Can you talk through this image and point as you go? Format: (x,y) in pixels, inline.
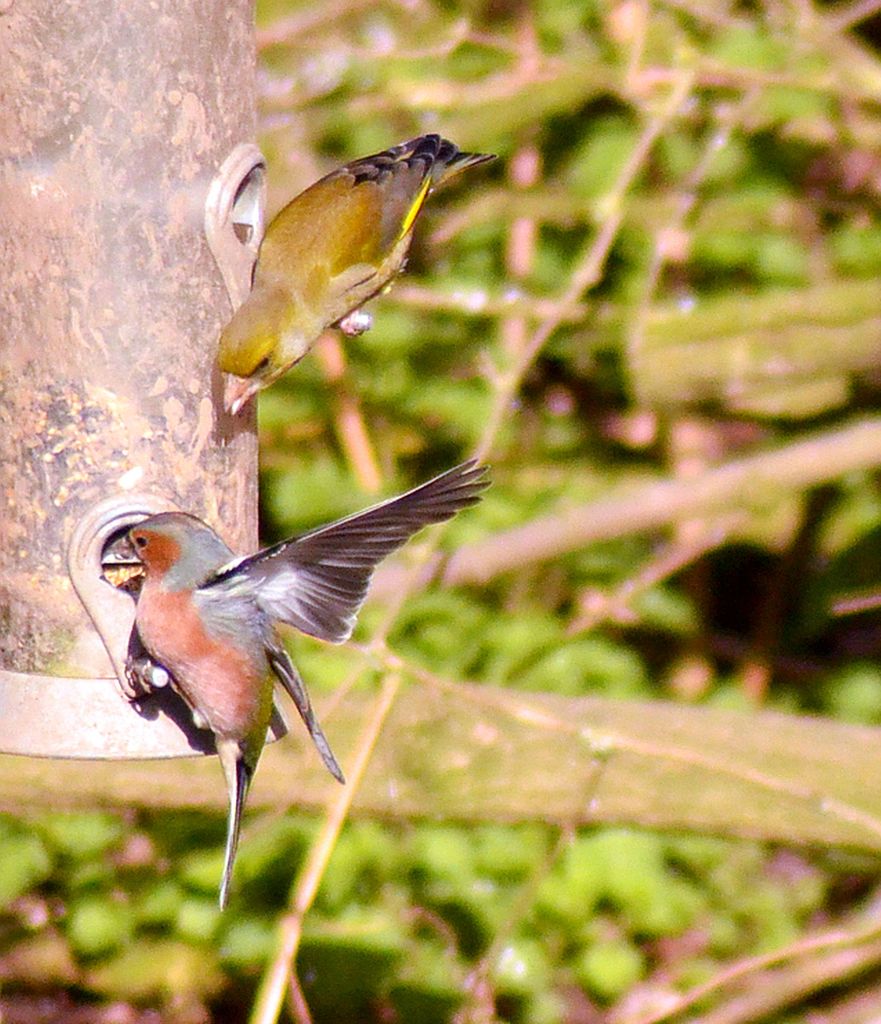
In the top left side of the image (205,99) there is a bird feeder (224,294) and there are two birds (311,232). Behind them there are some trees (538,539). Background of the image (827,22) is blur.
